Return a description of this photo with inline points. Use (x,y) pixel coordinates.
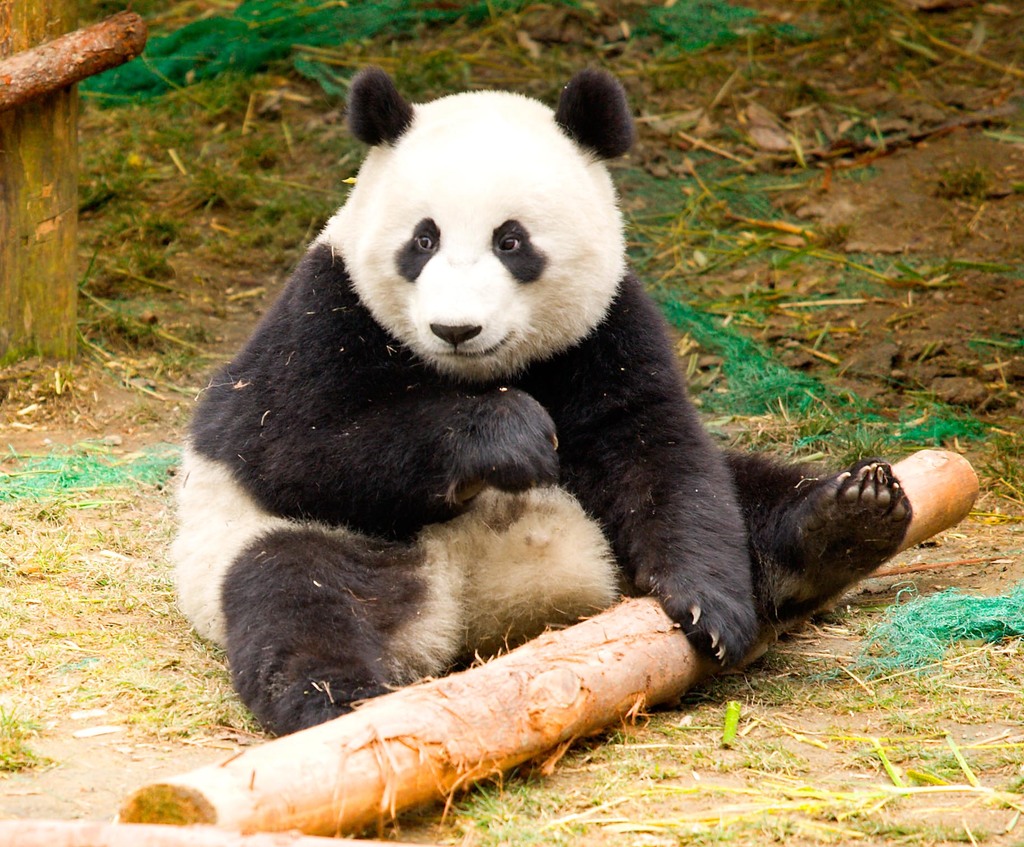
In this picture we can see a panda (368,320) sitting and we can see wooden objects (641,695) and grass (44,630).
